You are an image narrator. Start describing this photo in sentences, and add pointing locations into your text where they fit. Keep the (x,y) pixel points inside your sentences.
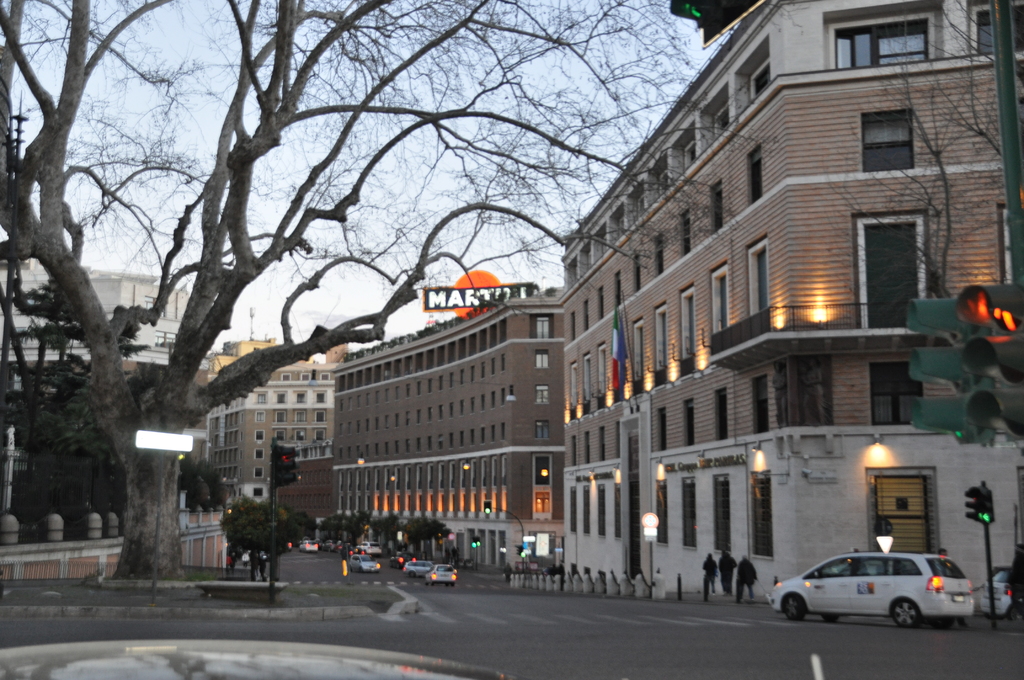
In this image we can see vehicles (917,594) on the road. On the sides of the road (313,552) there are trees (189,496). Also there are buildings (401,410) with windows (539,356). And there are lights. And we can see traffic signals (275,475) with poles (987,566). In the background (378,221) there is sky (444,173). On the building (370,493) there is a name (471,292).
